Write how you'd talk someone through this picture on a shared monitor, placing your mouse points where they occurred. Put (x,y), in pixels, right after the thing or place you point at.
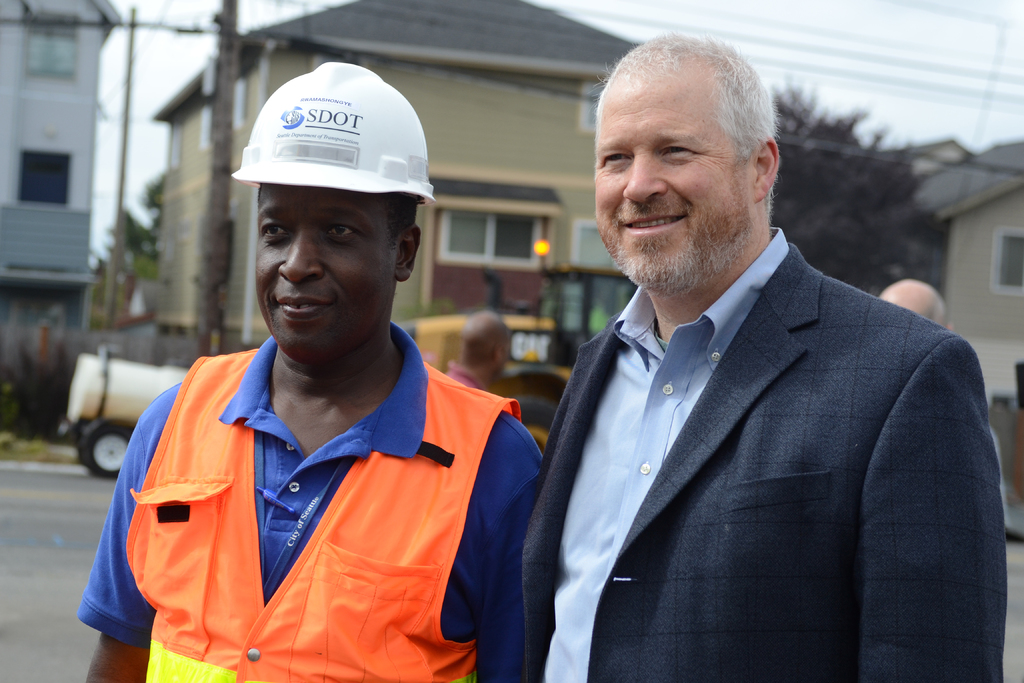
In the center of the image (680,385) there are persons (523,513) standing on the road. In the background (71,79) we can see buildings (455,26), trees (835,123), poles (219,57), vehicles (127,428) and sky (847,64).
